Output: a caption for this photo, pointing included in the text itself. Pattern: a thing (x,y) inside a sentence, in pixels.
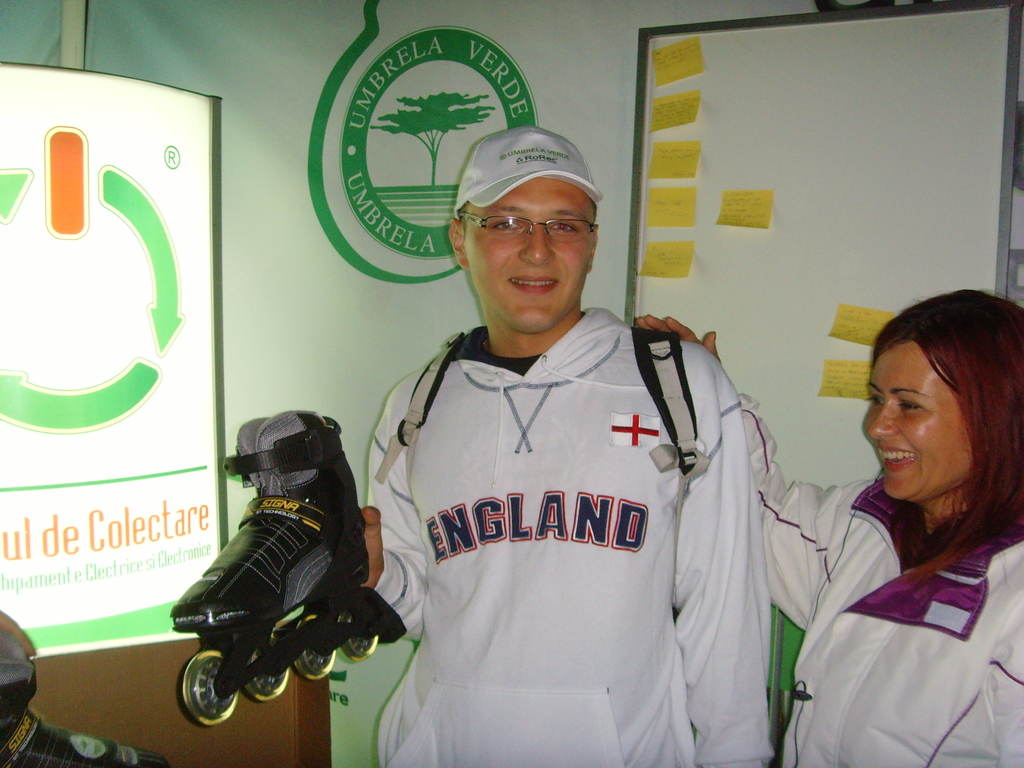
In this image we can see two people (702,594) standing, a person (477,477) is holding a skate shoe (313,562), in the background (838,229) there is a board (841,171) with some labels (677,219) stick to the board (778,204) and on the left side (184,240) there is a banner (167,630) to the wall (262,169).
